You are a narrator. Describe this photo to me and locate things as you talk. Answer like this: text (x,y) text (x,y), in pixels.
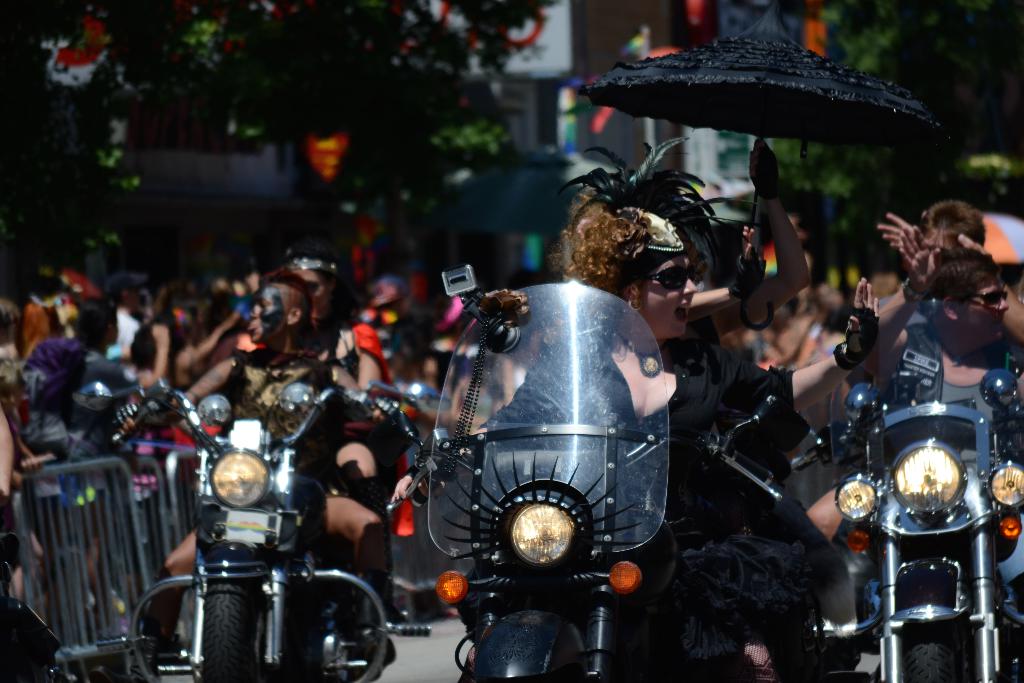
In this image we can see many persons (367,476) riding on the bikes (600,511). In the background (898,64) we can see many persons (66,483), trees (900,81) and buildings (584,22).
